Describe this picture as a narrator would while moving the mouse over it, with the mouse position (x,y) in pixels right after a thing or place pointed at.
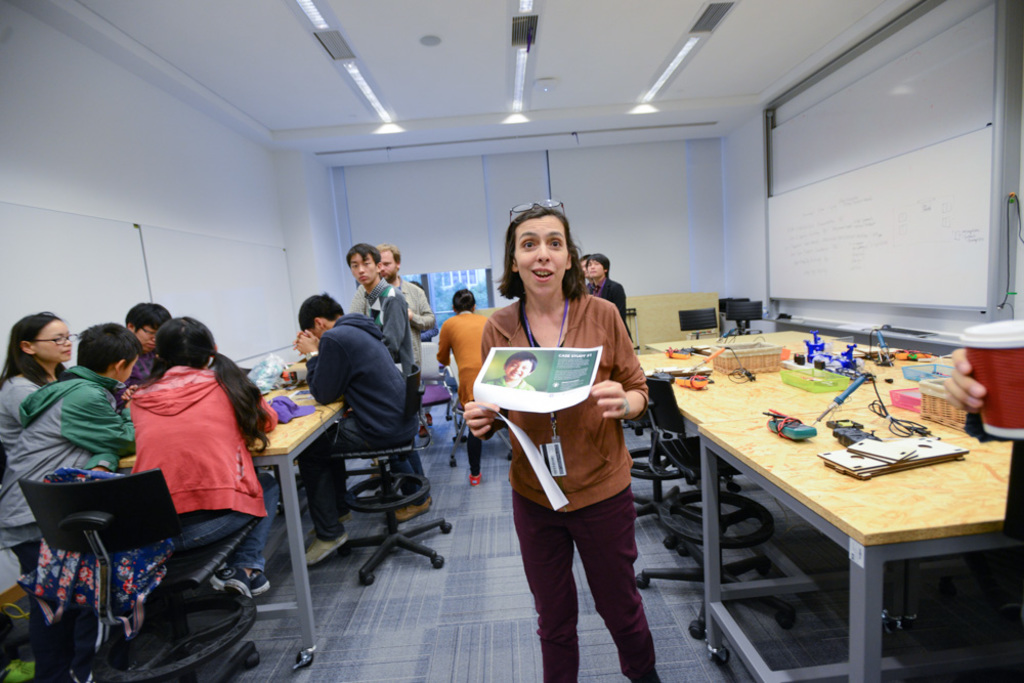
This is a picture of a classroom (524,447). on the right (965,180) there is a board (912,177). Towards the right (929,499) there are tables (756,455) and chairs (693,479), on the table (855,494) there are boxes (754,369). In the background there is a window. On the top (471,117) it is ceiling (471,117) and light (666,67). In the center (529,243) there is a woman (536,418) standing and holding a paper (497,357). On the left (327,378) there are few people (374,352) seated around the table (295,446).
